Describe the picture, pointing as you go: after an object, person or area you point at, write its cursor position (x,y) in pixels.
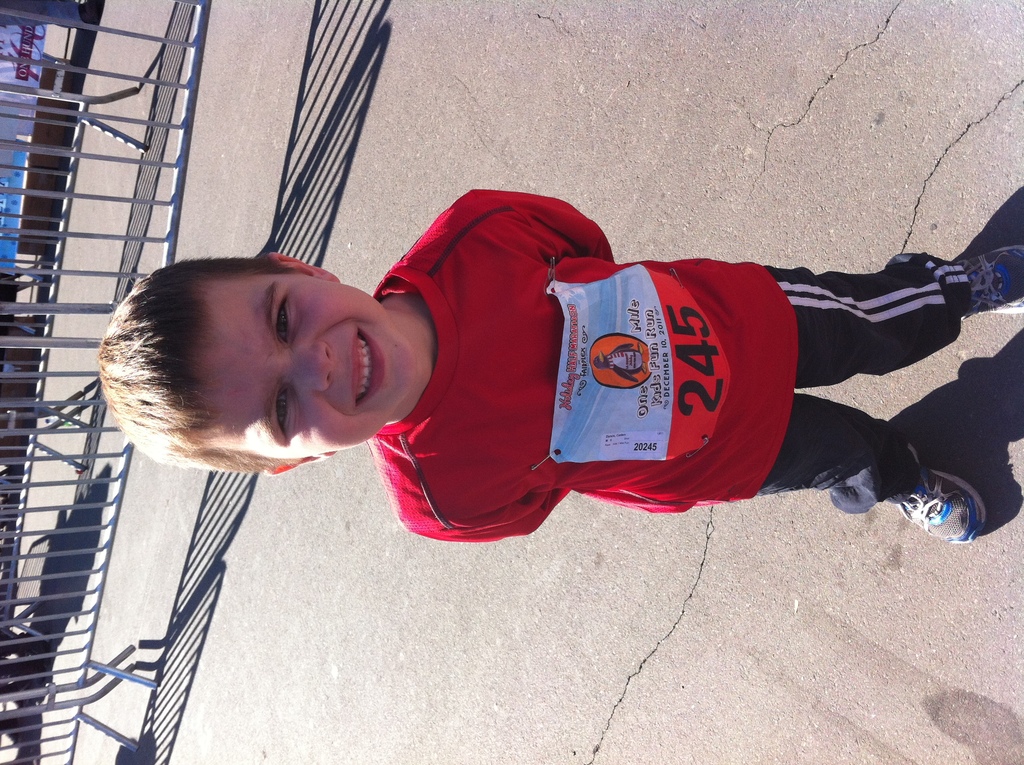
In this image there is a kid (369,398) standing on the floor (809,584). In the background (37,362) there is a fence (61,191). There is a badge (627,344) attached to his red colour t-shirt (503,350).
